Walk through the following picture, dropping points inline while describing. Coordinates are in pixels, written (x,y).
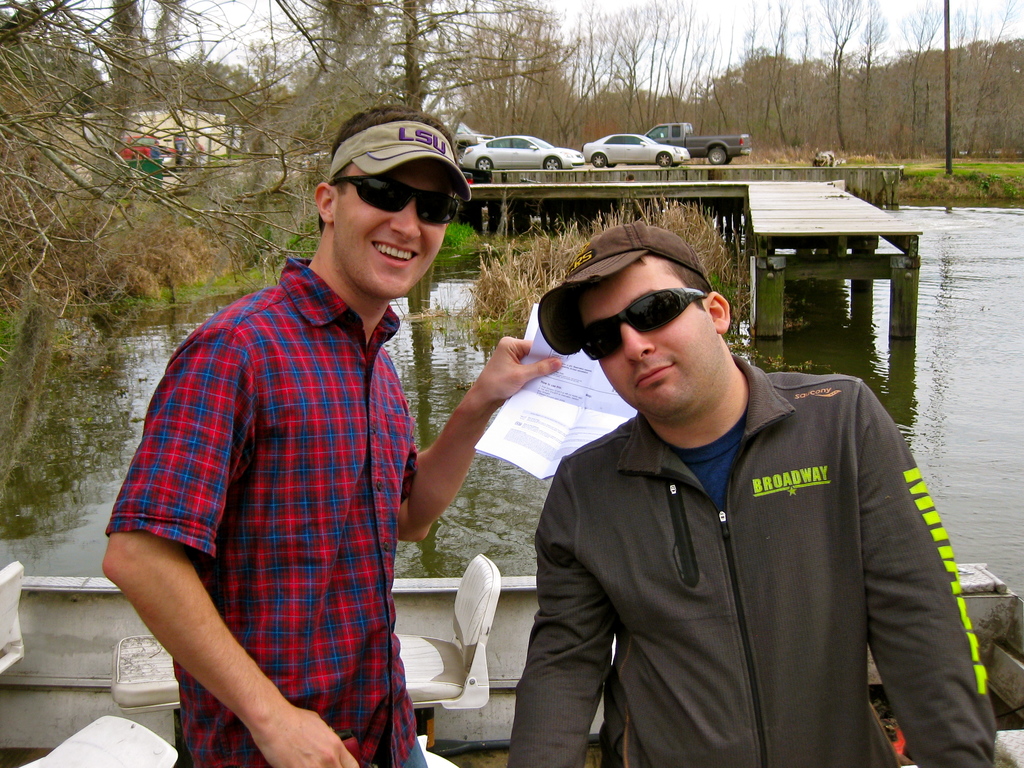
In this image we can see two men (615,491) and the left side man (325,485) is holding papers (615,396) in his hand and there are chairs (162,708) on the platform (520,607). In the background (55,191) we can see water (854,359), plants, trees (305,26), platform (681,167), vehicles (647,158) on the road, building (200,118), poles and sky (815,36).
